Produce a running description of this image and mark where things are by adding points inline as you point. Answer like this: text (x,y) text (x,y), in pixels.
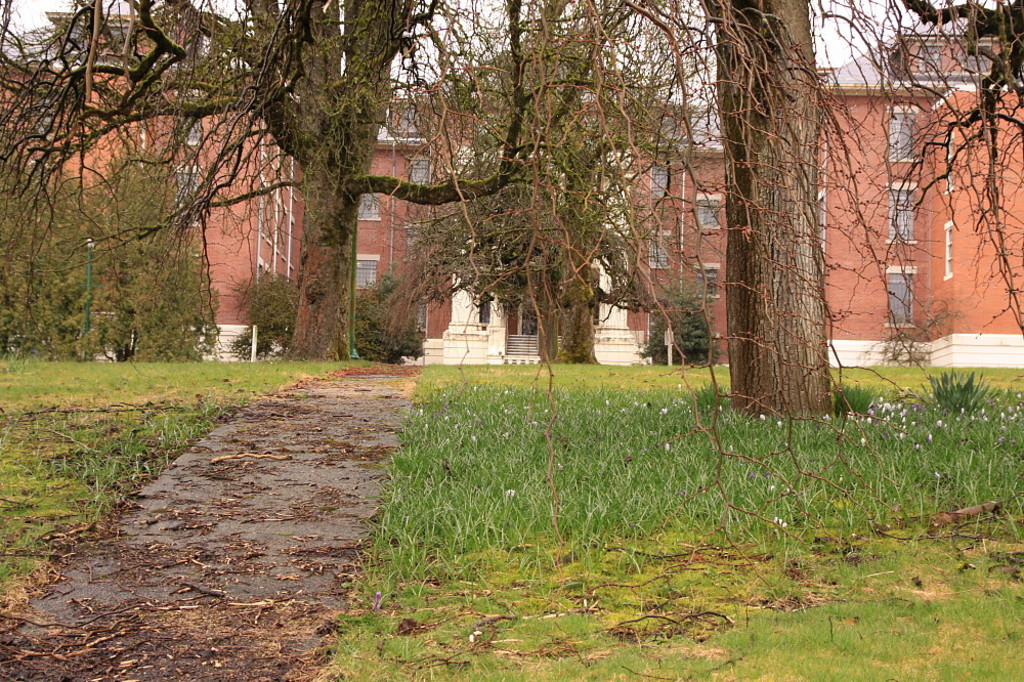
In the picture we can see trees (754,370), plants (185,358), grass (728,376) and walkway (262,619). In the background (912,217) we can see buildings (926,217) and poles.
